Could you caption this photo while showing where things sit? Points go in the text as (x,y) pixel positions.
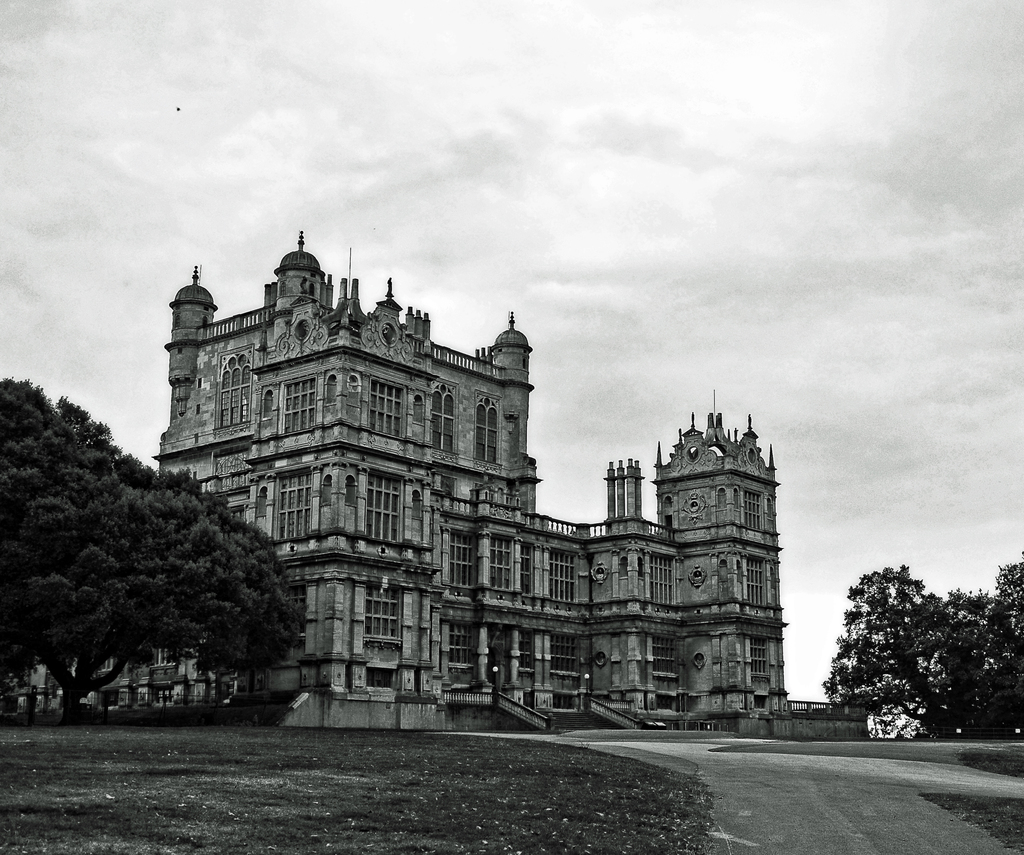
This is a black and white image. In the center of the image (484,537) we can see building (266,516). On the right (886,621) and left side of the image (45,580) we can see trees (65,697). At the bottom of the image (946,780) we can see road (730,743) and grass (668,769). In the background (683,301) we can see sky (628,248) and clouds (391,98).
